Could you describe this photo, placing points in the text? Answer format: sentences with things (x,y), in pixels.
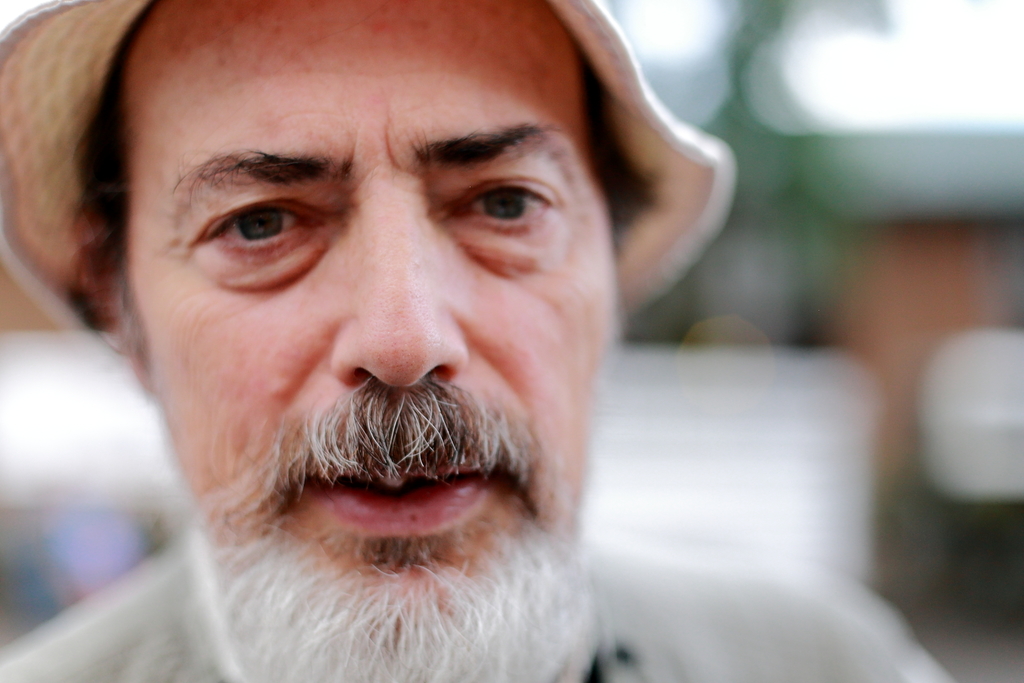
In this image I can see a person (330,453) with hat (9,173). And the background (770,248) is blurry.
